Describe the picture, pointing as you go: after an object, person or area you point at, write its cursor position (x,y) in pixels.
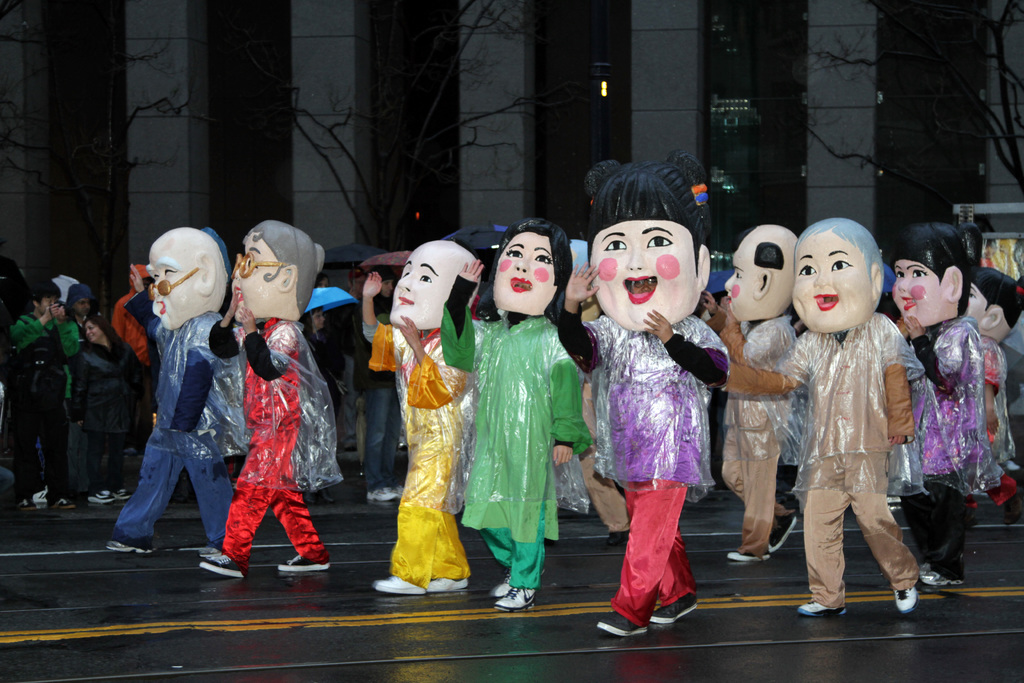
In this image we can see a few people (633,432) are walking on the floor (720,573) and they wear a different types of costumes (616,381). On the left side (21,350) there are audience (49,387) standing and taking photos. In the background (280,178) there is a wall (675,129).
